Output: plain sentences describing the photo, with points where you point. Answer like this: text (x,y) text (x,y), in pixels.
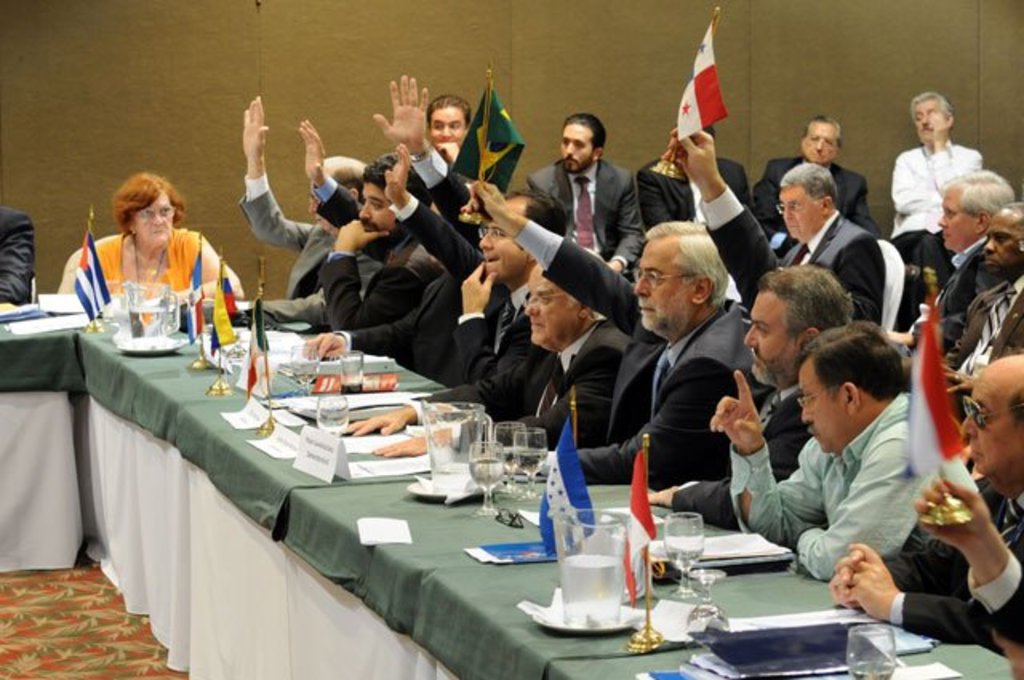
In this picture we can see some people (313,253) sitting in front of a table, we can see papers (401,458), flags (638,519), glasses (484,450), files (367,388), a cloth (439,542) present on the table (396,523), in the background (838,74) we can see a wall (828,66), these two persons (766,329) are holding flags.
